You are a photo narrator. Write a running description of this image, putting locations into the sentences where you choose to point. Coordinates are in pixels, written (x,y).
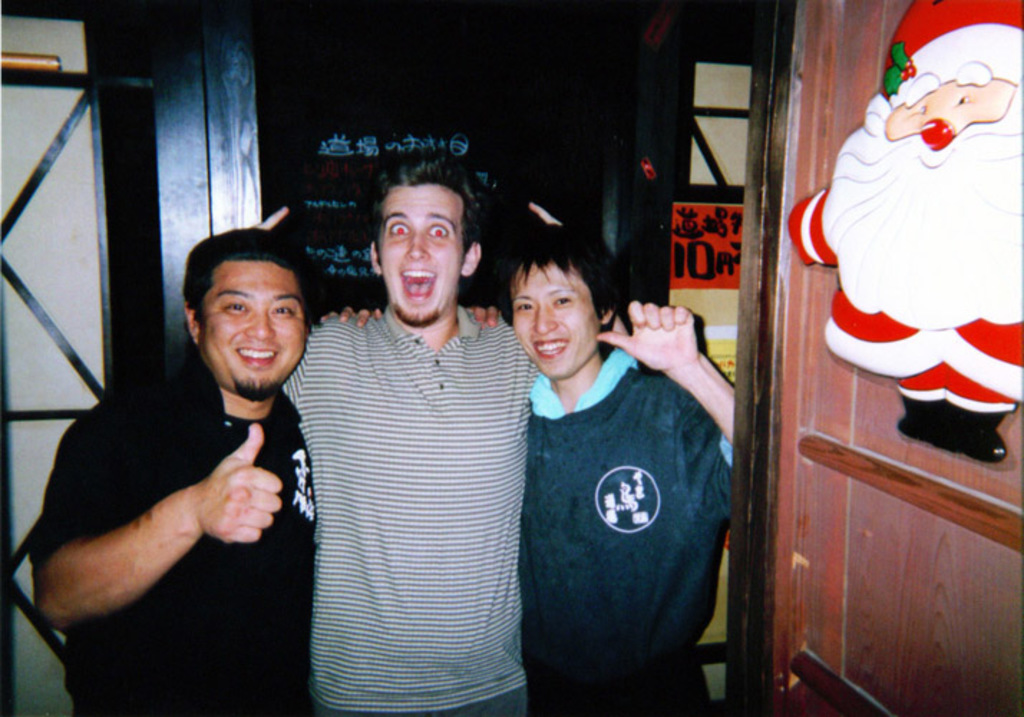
In this picture we can see three men (296,580) standing and smiling and in the background (703,287) we can see posters (687,235).
